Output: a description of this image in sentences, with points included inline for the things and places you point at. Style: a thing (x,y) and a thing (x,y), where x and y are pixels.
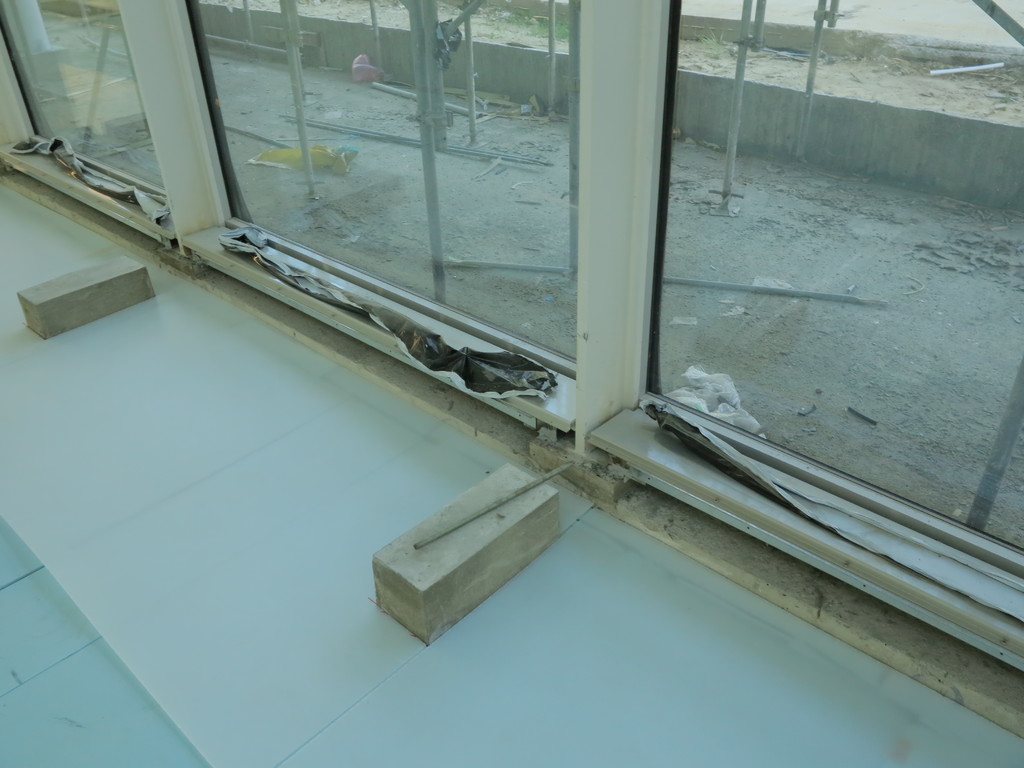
This image is taken indoors. At the bottom of the image (163,727) there is a floor (178,450). In the middle of the image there are two bricks (52,318) on the floor (283,494). In the background (302,59) there is a glass door (495,140), through the glass door (536,157) we can see there are a few metal poles (437,115) and there is a ground (844,74).
